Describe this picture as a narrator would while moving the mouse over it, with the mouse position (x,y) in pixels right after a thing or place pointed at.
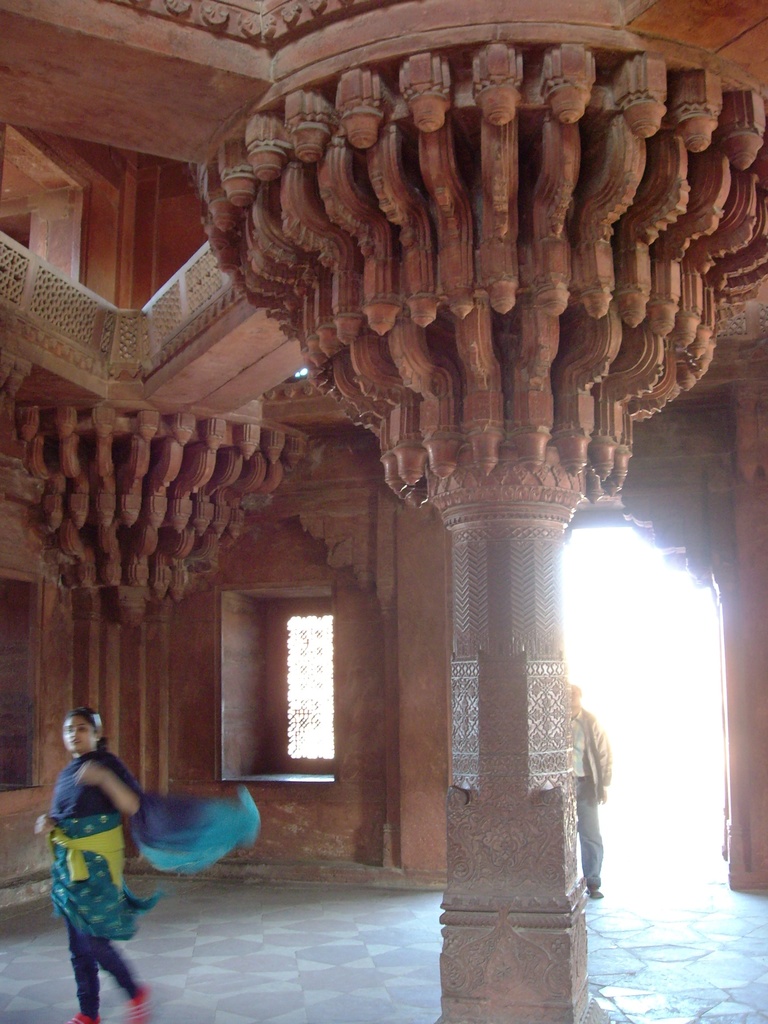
This picture describes about inside view of a building (277,536), in this we can find a woman (117,777) and a man (600,786).
